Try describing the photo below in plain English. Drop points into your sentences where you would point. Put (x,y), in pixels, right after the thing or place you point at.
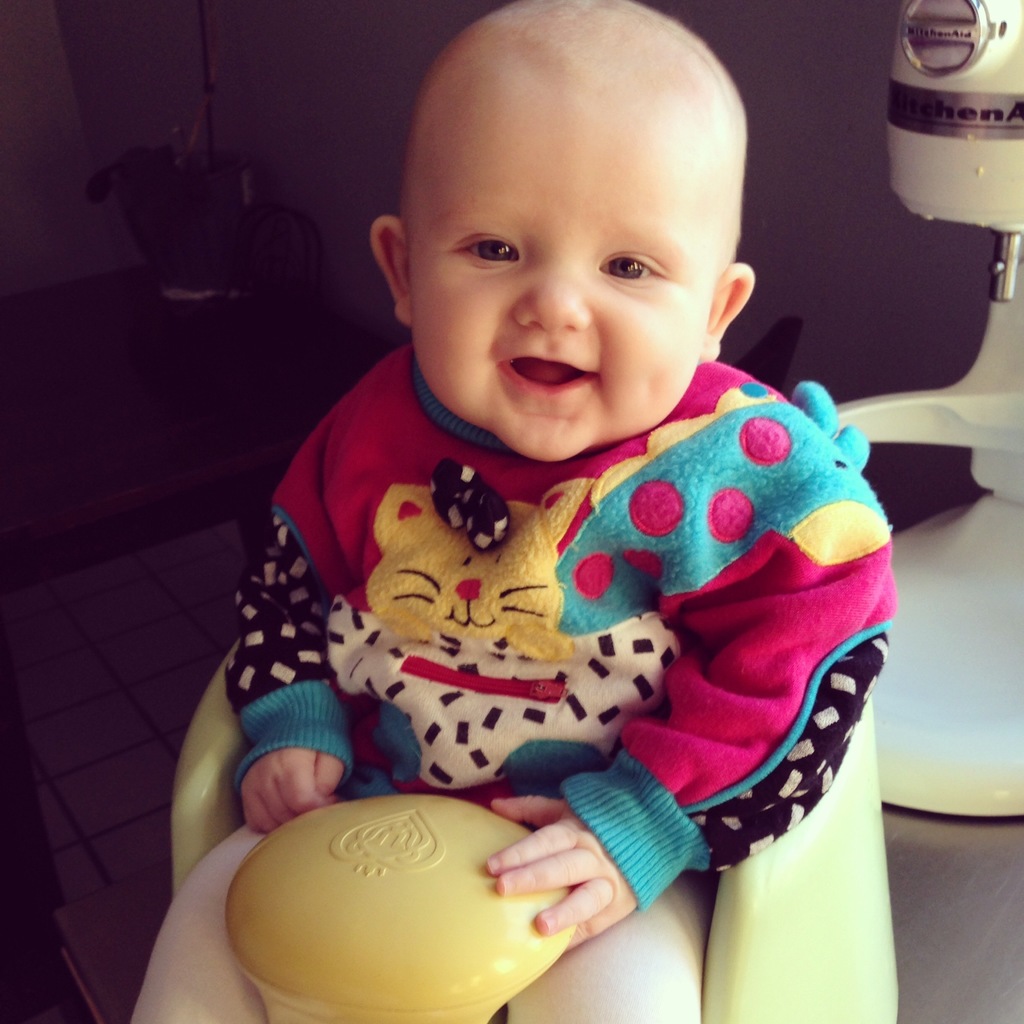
In this image I can see a baby (516,618) is sitting on a chair (747,895) and laughing.
